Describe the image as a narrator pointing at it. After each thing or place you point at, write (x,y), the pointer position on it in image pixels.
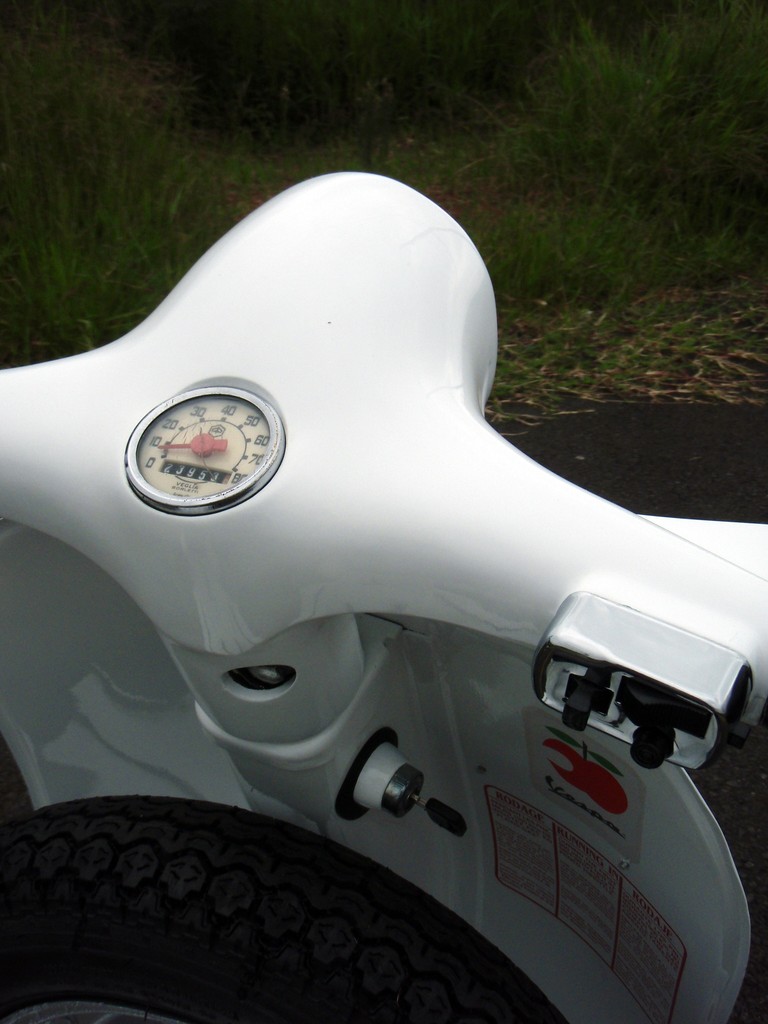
In this image we can see a part of a scooter (527,840). We can also some grass (585,352) on the backside (613,346).
